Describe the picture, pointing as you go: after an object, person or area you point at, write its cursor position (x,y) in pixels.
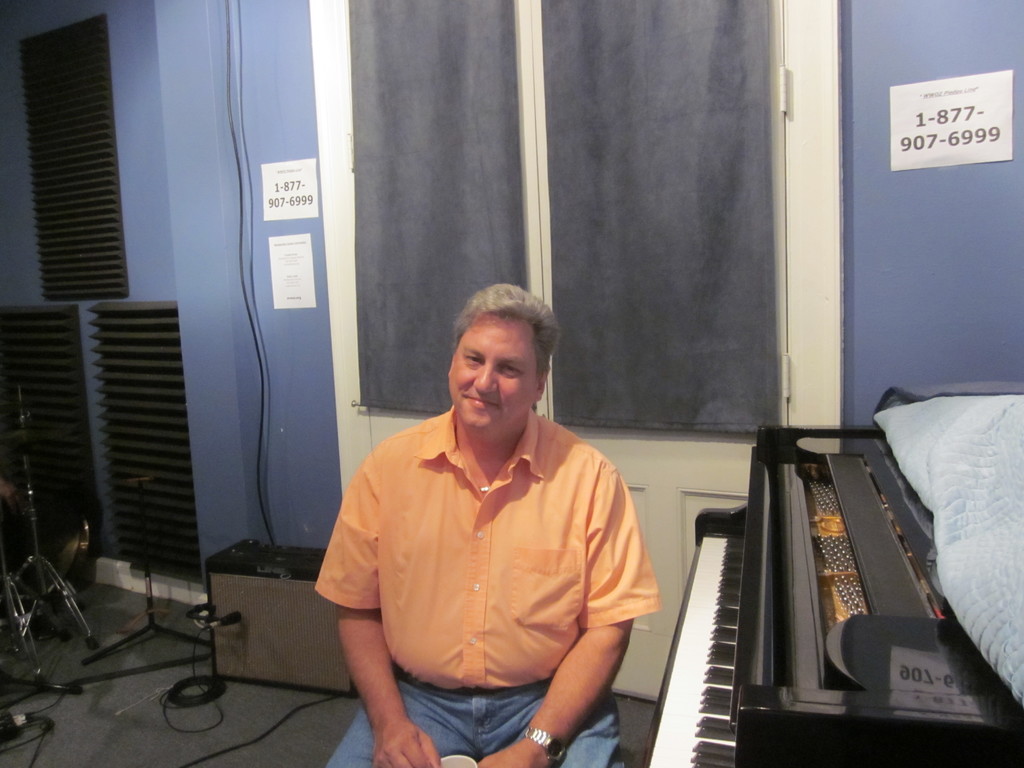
The image is taken in the room (436,309). In the center of the image (473,412) there is a man (452,708) sitting, he is smiling. On the right (685,669) there is a piano (752,608). In the background (390,194) there is a door (615,221), wall (296,134) and some papers (287,193) placed on the wall (1013,175).
